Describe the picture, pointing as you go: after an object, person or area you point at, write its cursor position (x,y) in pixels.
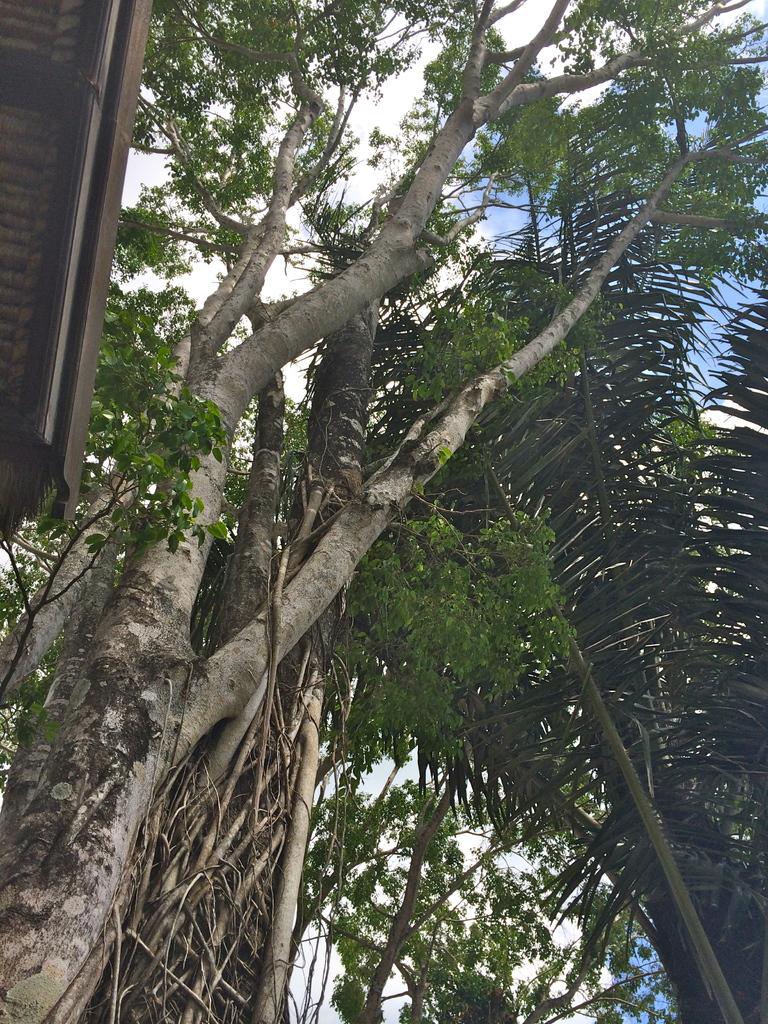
In this picture we can see many trees (440,837). On the left (29,202) there is a shed (20,212). At the top (720,296) we can see sky (367,53) and clouds (222,20).
